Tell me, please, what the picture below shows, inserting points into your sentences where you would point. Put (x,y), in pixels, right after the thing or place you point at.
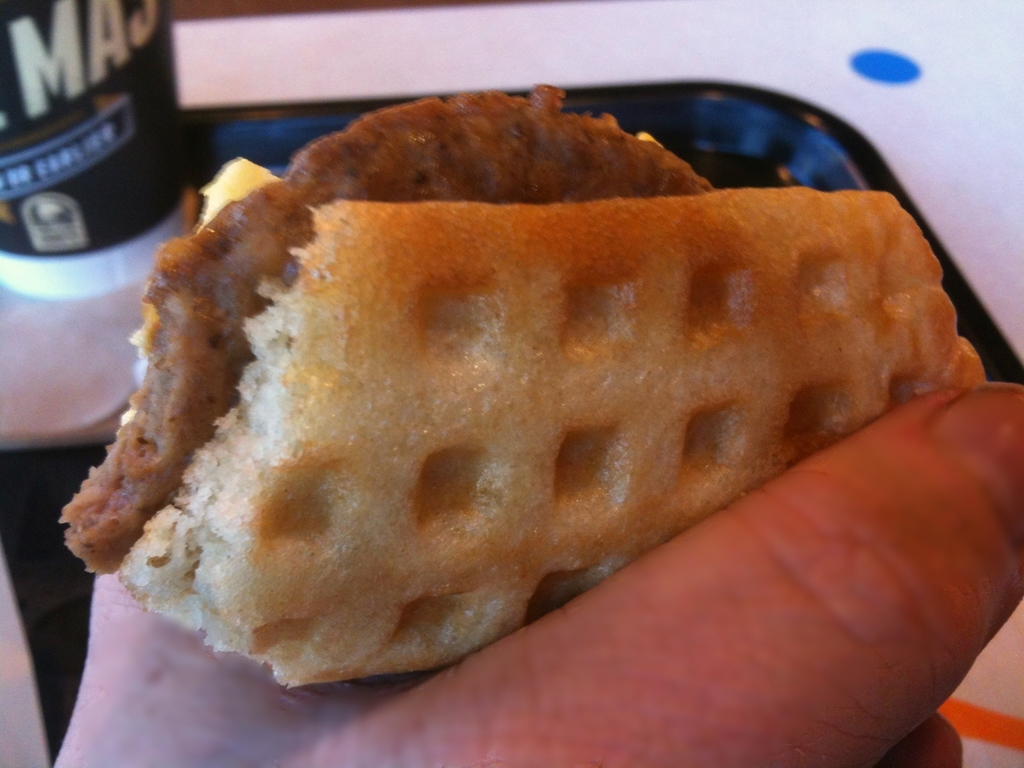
A person (715,728) is holding a food (796,400). Here we can see a black tray (823,148) on white surface (867,71).
